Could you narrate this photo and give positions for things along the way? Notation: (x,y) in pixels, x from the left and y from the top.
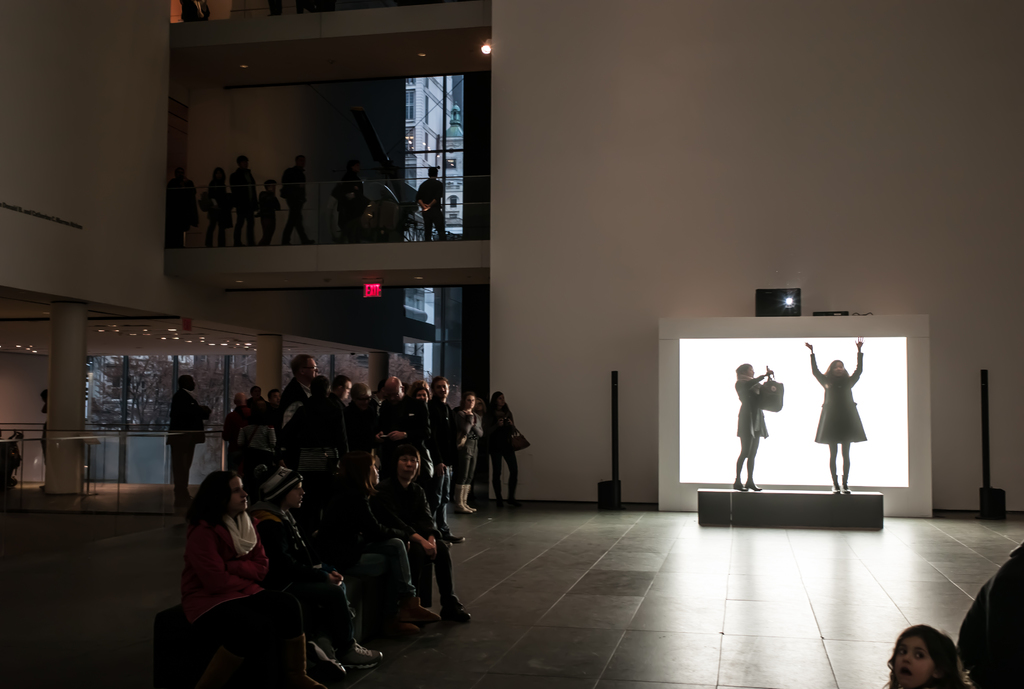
In the foreground of the image (330,666) we can see some people (348,649) are sitting. In the middle of the image (494,416) we can see some people (366,416) are standing and two people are performing something. On the top of the image (177,229) we can see some people (301,206).
